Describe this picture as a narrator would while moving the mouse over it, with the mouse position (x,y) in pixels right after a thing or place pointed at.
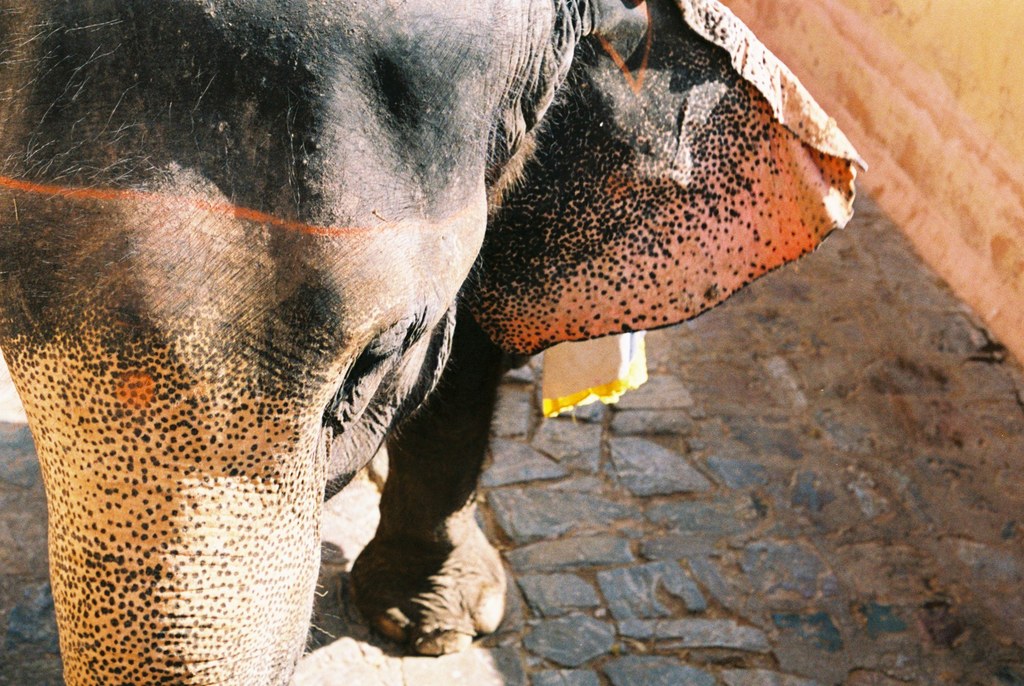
In this image, we can see an elephant (121,422) on the stone surface (649,632). On the right side (1001,193) top corner, there is a wall (937,110). Here we can see cloth (588,377).
